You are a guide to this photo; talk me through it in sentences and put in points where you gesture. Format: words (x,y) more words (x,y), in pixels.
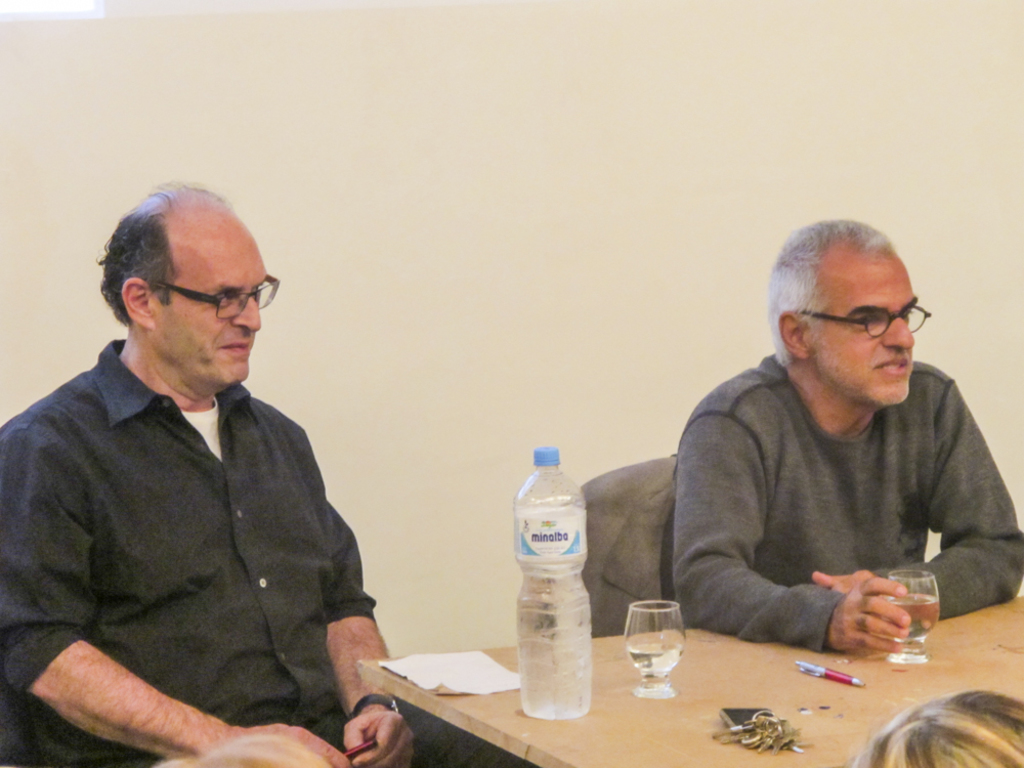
I can see in this image two men (192,439) are sitting on a chair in front of a table (580,726). On the table (694,661) we have a water bottle (579,625) and glass (678,614), a pen (834,680) and other objects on the table (624,670). These two men (161,480) are wearing spectacles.
